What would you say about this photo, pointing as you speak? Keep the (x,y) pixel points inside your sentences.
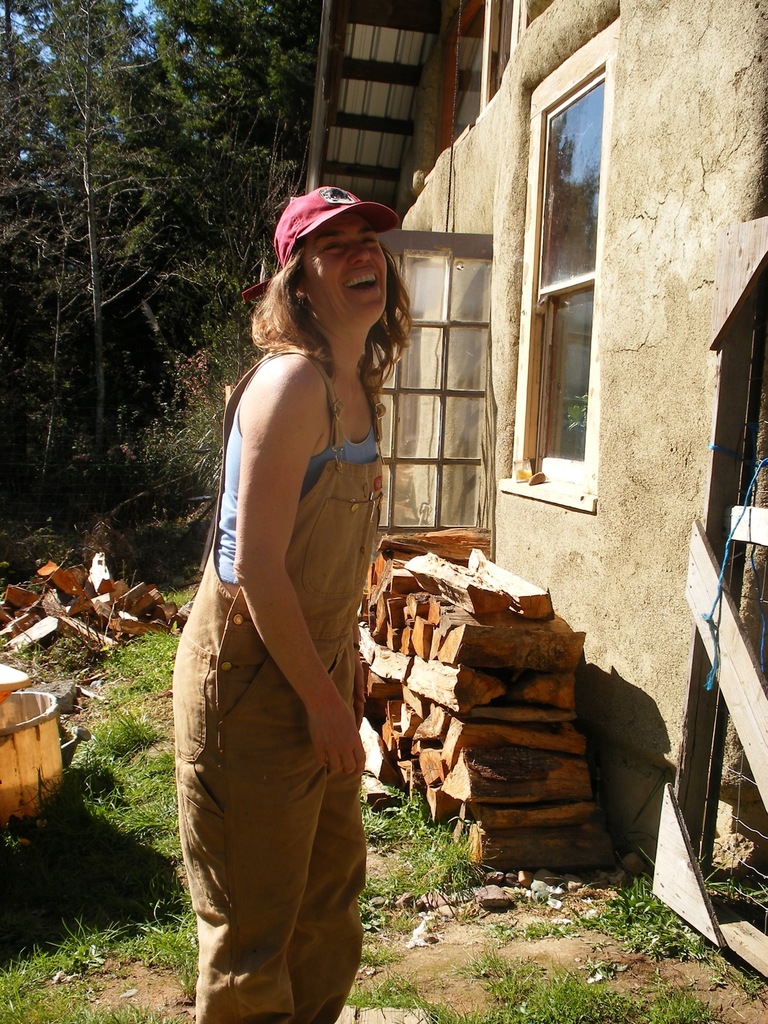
In this image in the center (296,417) there is one woman (308,547) who is standing and smiling, and in the background (524,573) there is a house (662,620) and some wooden sticks (375,651) and a bucket (48,758). At the bottom (183,958) there is grass (11,895), and in the background (171,147) there are some trees (195,123).
